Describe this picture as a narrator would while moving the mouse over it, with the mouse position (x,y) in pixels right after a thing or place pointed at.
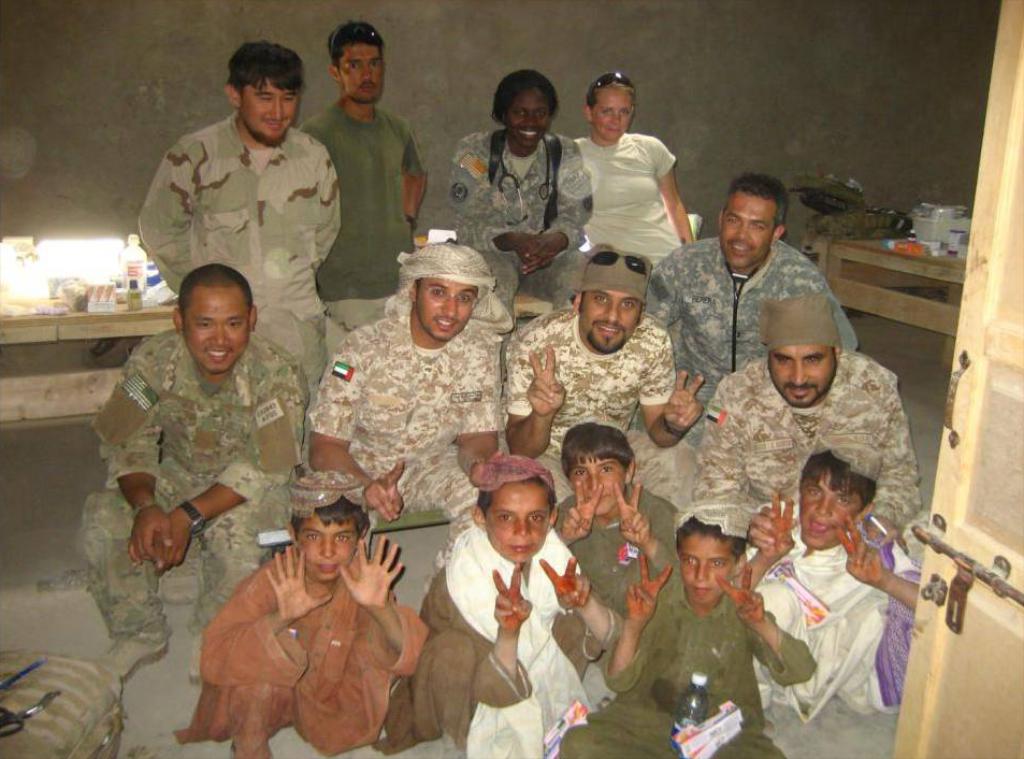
In the center of the picture (534,337) there are soldiers (424,275), people (606,183) and kids (776,530). On the right (1002,391) there are table (938,272), kitchen utensils (925,215) and door (996,653). On the left (71,700) there are table (56,330), bag (53,726), bottles (122,269) and other objects (72,288). In the background (484,56) it is wall (615,52).
